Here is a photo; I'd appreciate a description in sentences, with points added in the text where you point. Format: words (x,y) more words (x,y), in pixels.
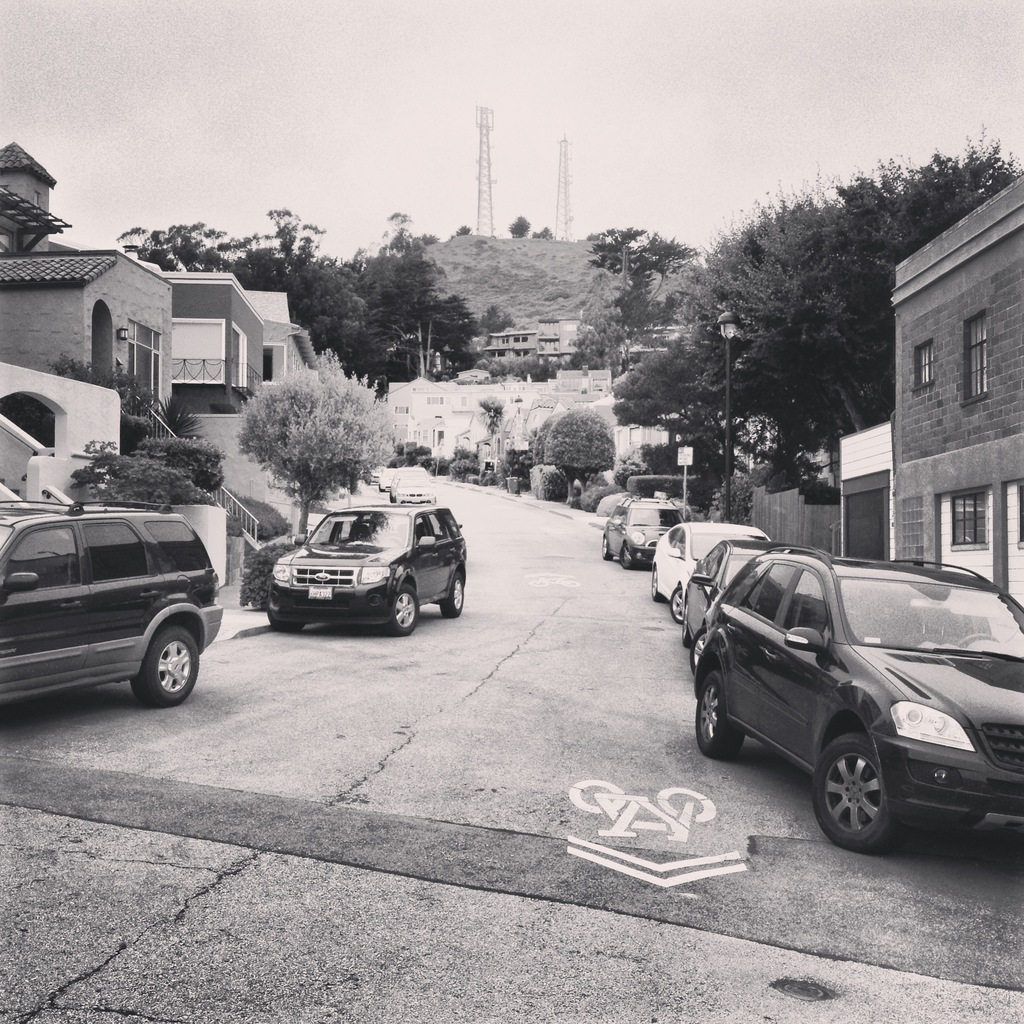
In this image I can see a road (503,674) in the centre (432,670) and on it I can see number of cars (357,601). On the both sides of the road (519,529) I can see number of trees (762,395), few poles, a street light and number of buildings (548,402). In the background (413,185) I can see two towers (487,167), the sky (468,154) and I can also see this image is black and white in colour.
